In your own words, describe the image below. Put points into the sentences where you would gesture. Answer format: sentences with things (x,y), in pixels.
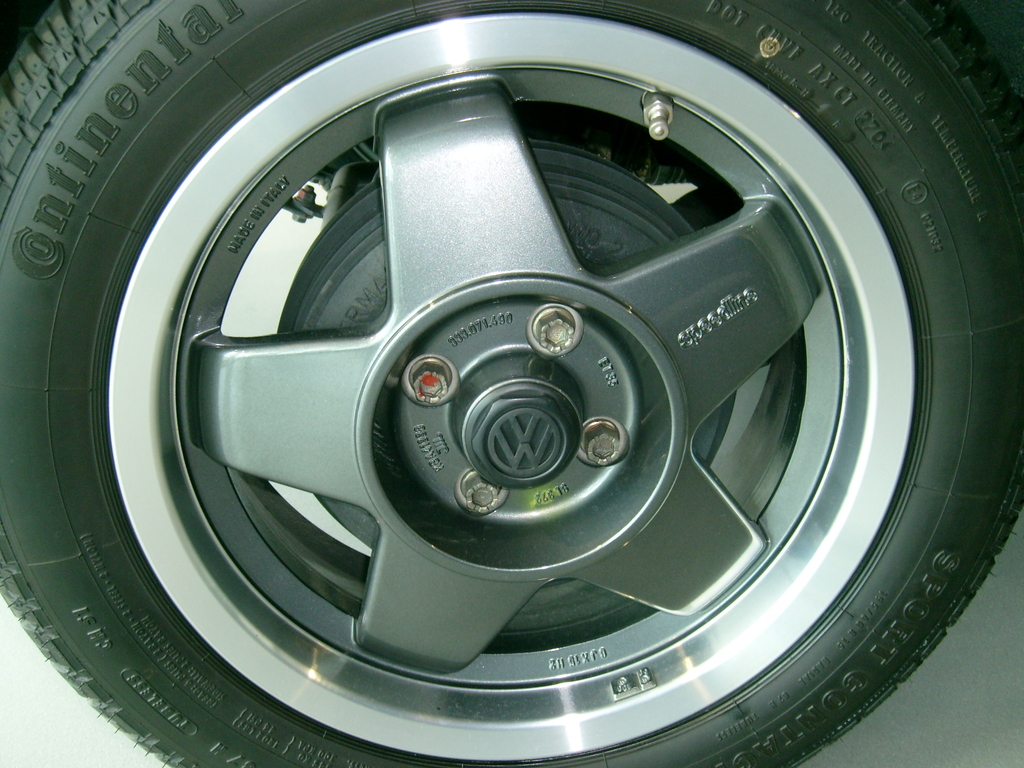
In this image we can see a tire (1019,134) with wheel rim (792,482), screws (487,507), brake (572,230) and other objects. On the tire (966,189) there is a text (21,270). The background of the image (1001,666) is white.
